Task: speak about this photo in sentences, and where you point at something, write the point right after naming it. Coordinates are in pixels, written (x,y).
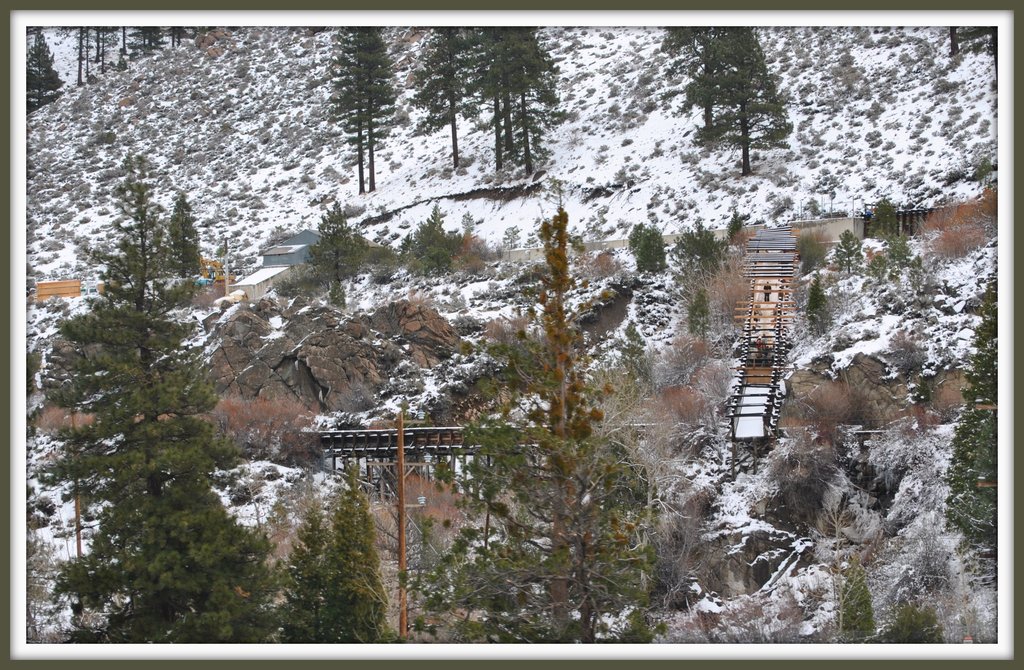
In this image, we can see some trees (297,633). We can also see some bridges (745,437), rocks (813,373). We can also see the ground (938,180) covered with snow (647,213) and grass (655,195). There are a few buildings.
